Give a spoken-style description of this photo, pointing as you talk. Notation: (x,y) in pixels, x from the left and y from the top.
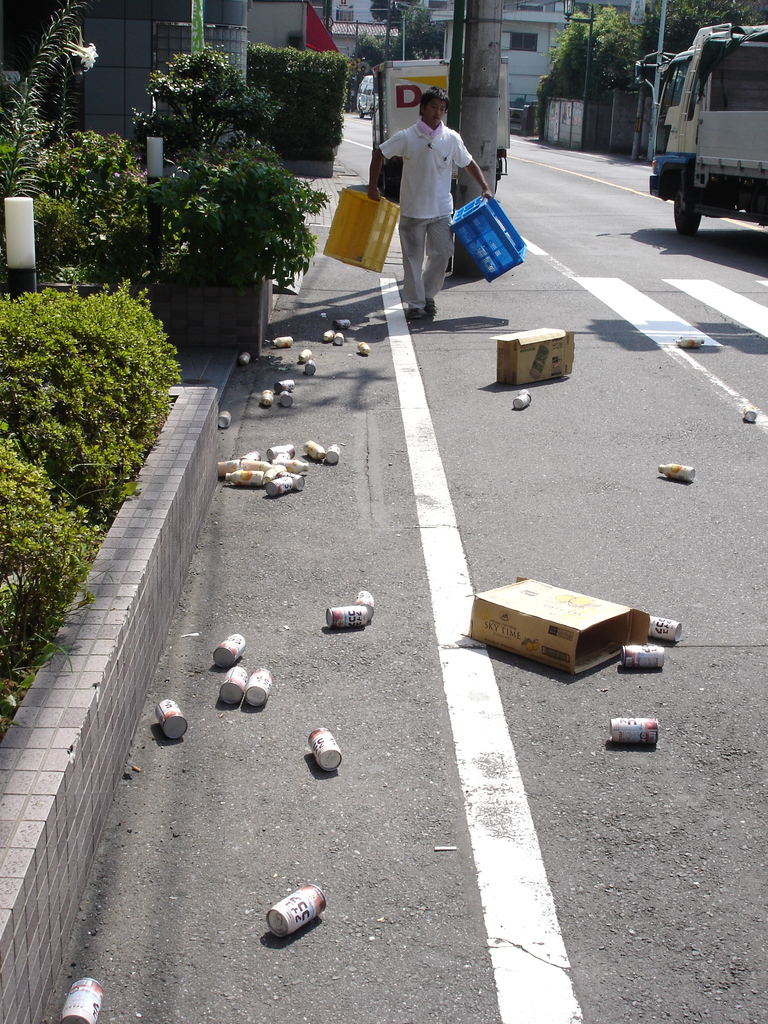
In this image there is a road (723,621) on which there are two cardboard boxes (522,369) and there are so many tins (250,453) on the road (256,497). On the right side (688,135) top corner there is a truck (746,121). In the middle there is a man (440,192) walking on the road (435,354) by holding the two trays (487,219). On the left side (88,440) there is a garden (159,281) with the plants (182,77). In the background (462,46) there is a pole (488,82) in the middle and there are buildings (530,23) on either side of the road (608,276).
